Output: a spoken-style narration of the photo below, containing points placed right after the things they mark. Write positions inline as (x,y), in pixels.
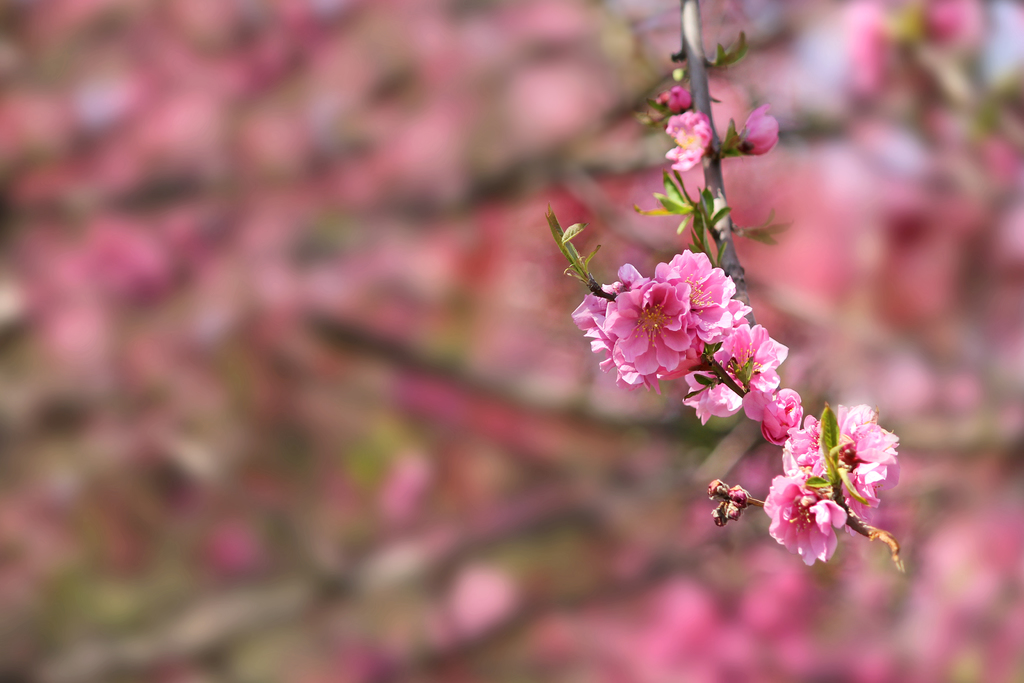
Here we can see a plant (713,179) with flowers (666,376). In the background (625,140) the image is blur.
